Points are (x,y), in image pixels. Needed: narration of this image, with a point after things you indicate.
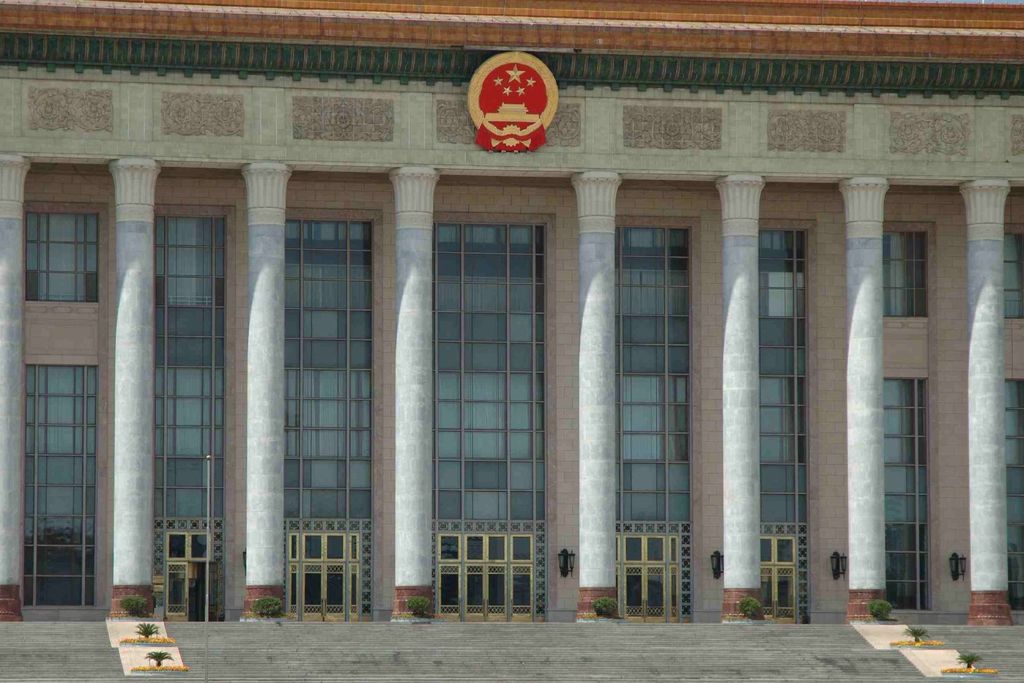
In the foreground of this image (562,661), there are stairs (184,661) and few plants (159,654). In the middle (600,435), there are pillars (415,422) and a building (418,108).
